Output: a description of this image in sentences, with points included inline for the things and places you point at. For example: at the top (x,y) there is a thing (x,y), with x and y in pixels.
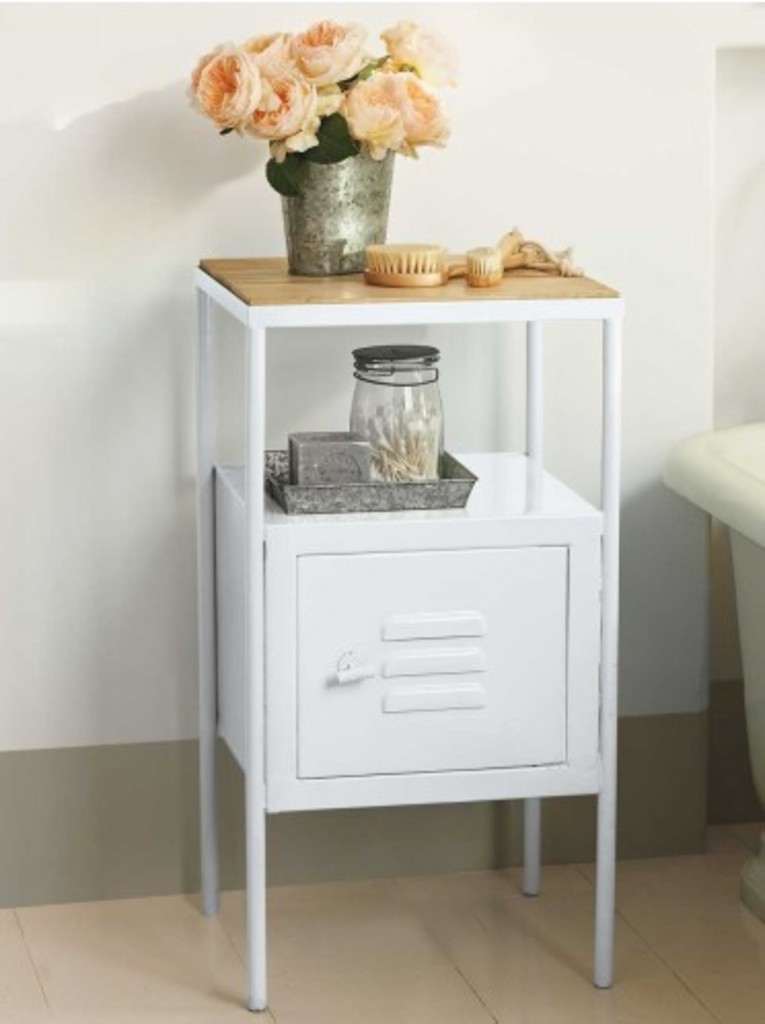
In this image there is one table (293,298) on that table (333,279) there is one flower pot (333,201) and flowers (337,79) are there and two brushes (430,259) are there on the table (394,288) and one basket (321,488) and one jar (384,453) is there on the table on the top of the image (491,79) there is wall (128,168).
